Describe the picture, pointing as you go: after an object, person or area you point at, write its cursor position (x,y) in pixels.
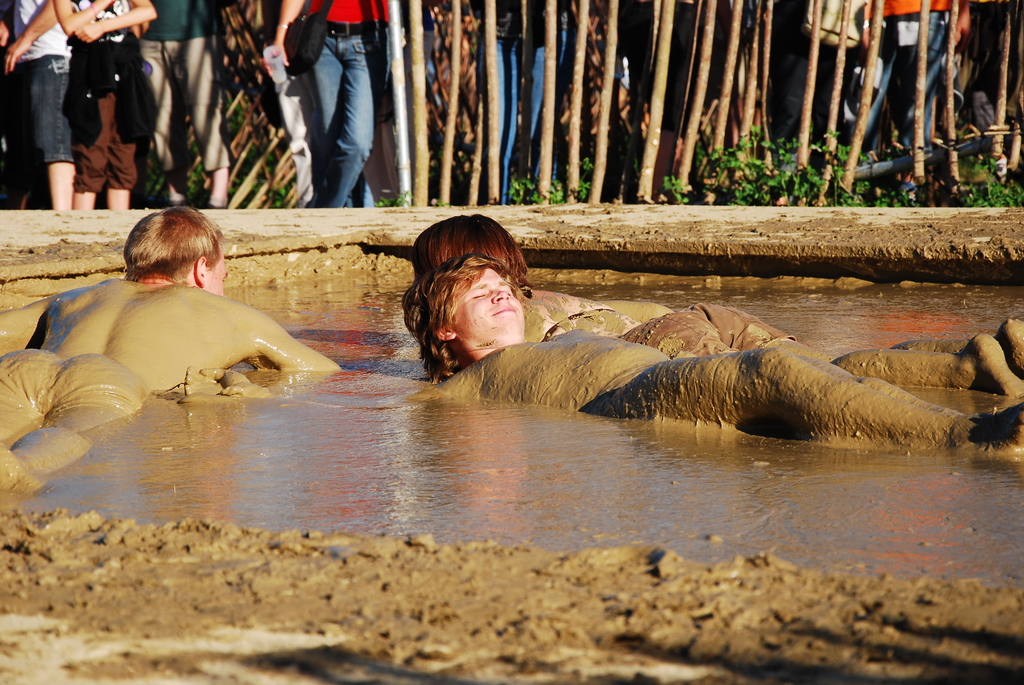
In this picture we see 3 people (88,304) lying in muddy water (709,299).
